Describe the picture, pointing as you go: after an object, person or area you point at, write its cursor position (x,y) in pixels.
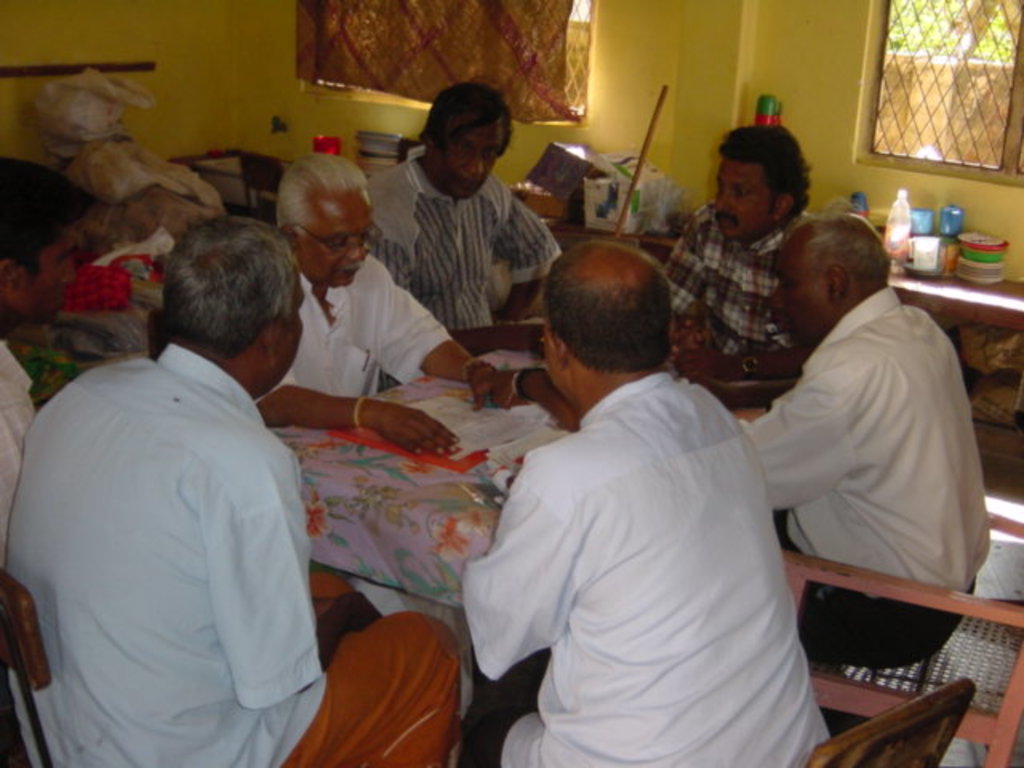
In the image there is a man (252,719) who is sitting in the chair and at right side of him there are 3 persons (479,763) sitting in the chair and another 2 persons (545,726) sitting in the chair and there is a table (313,556) with some papers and at the back ground (502,70) there is a curtain (450,26), window (340,21), pouch (92,89) or a bag (166,203), books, stick (658,102), bottle (896,194), cup (921,223), plates (973,268) in the table (946,294) and a window (957,165).
